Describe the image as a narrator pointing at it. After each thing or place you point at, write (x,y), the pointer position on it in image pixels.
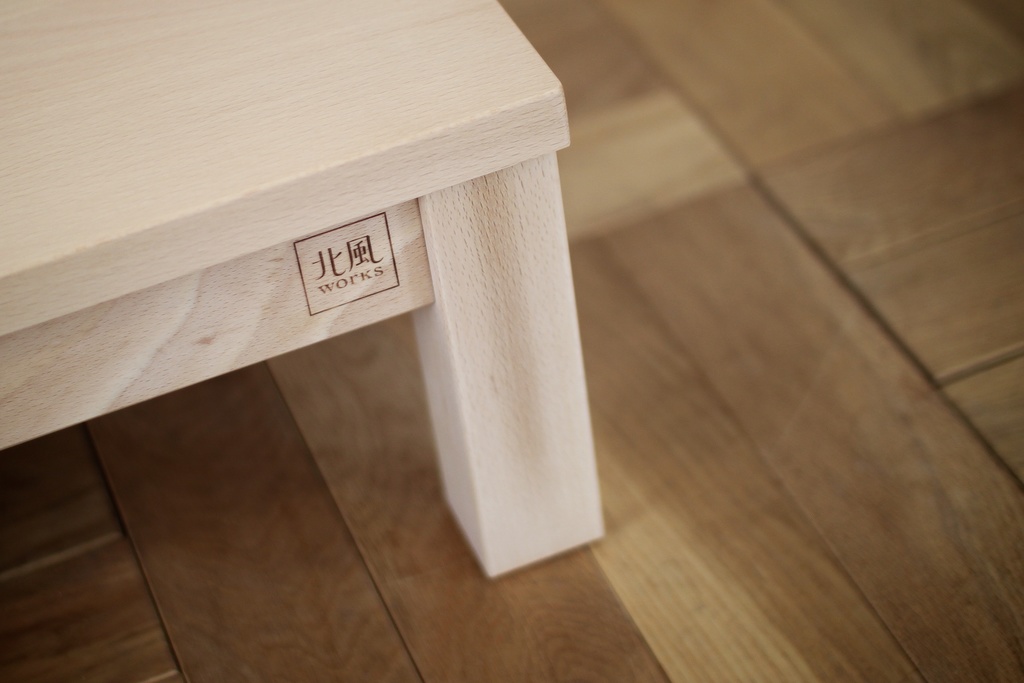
In this image, we can see the white colored object (359,218) with some text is on the wooden surface (566,562).
